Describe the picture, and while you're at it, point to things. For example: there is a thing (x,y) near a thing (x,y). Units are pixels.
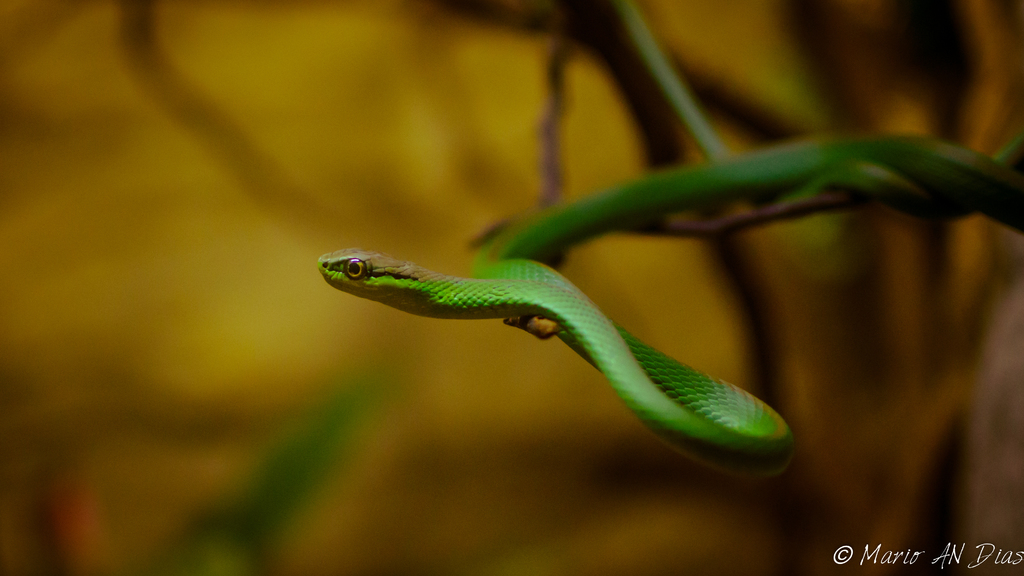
It is a snake (674,405) which is in green color.
